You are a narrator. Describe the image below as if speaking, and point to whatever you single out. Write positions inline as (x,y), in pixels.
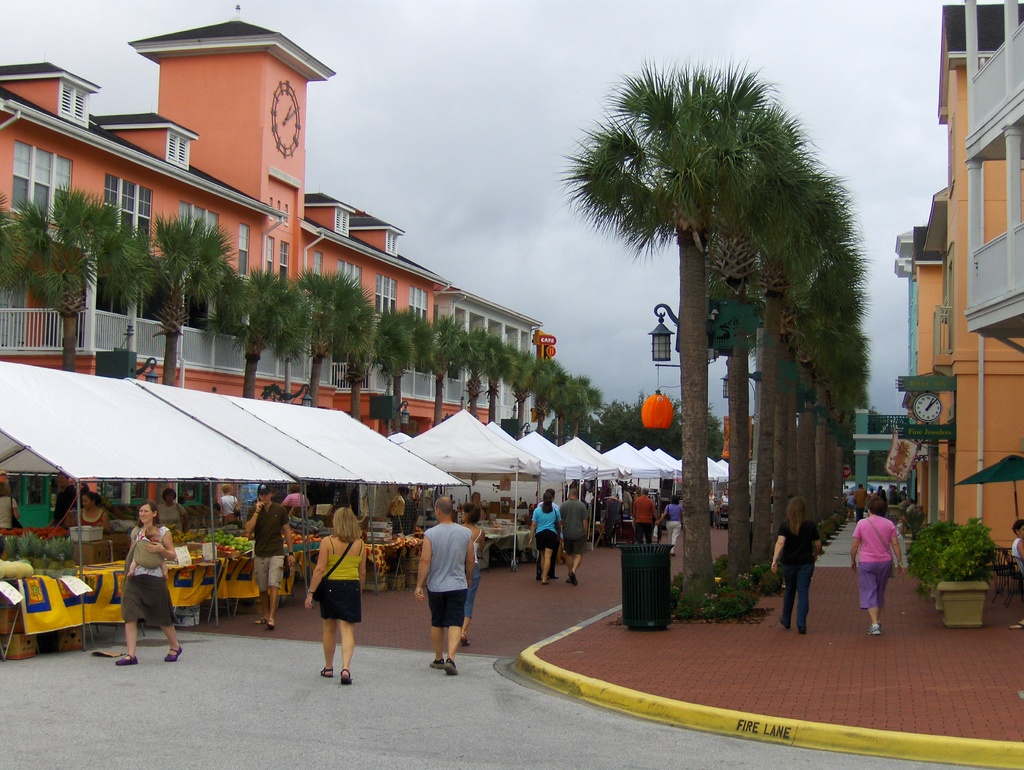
In this picture we can see there are groups of people (137,612) walking on the walkway (395,626). On the left side of the people (472,524), there are some objects (496,505) in the stalls (347,486). On the right side of the people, there are plants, a dustbin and some objects (665,418). On the left (263,351) and right side of the stalls (452,443), there are trees (412,316), street lights (757,340) and buildings (493,328). At the top of the image (483,126), there is the cloudy sky (478,96).
